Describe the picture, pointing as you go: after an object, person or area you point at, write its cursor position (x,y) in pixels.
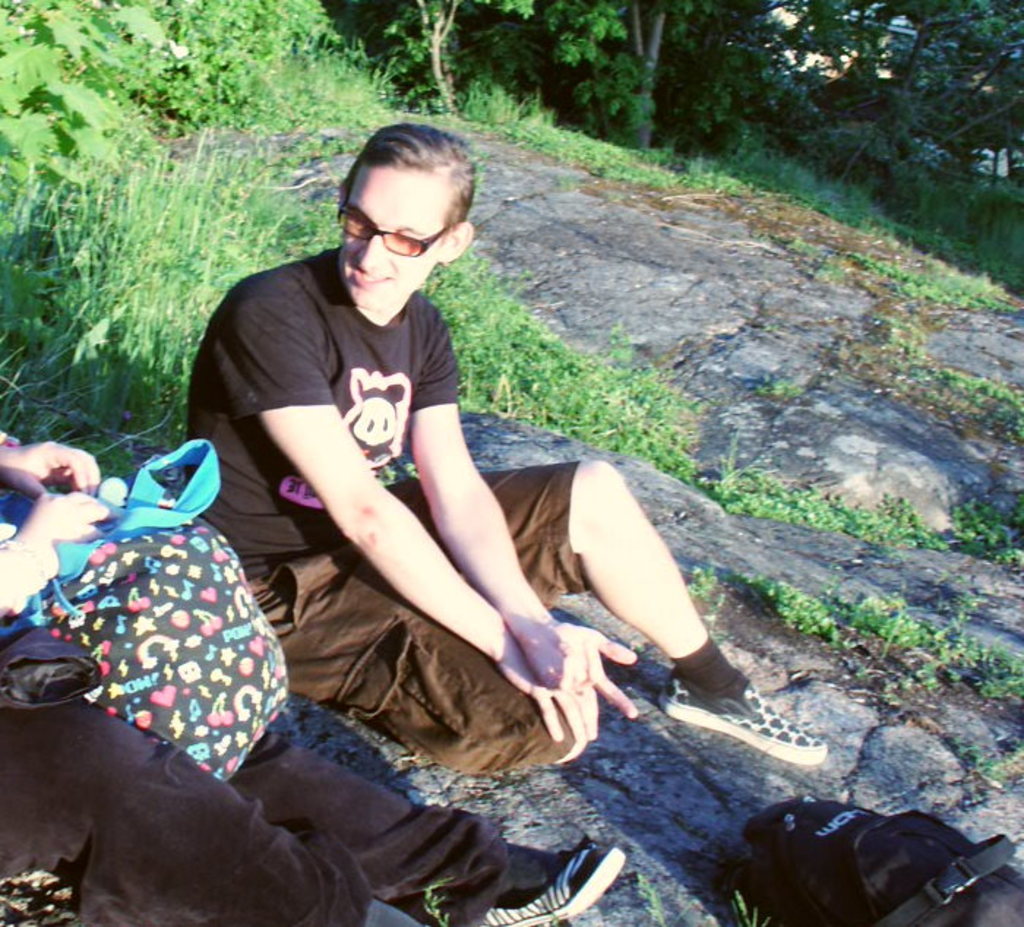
In this image I can see two persons (229,537) sitting. In front (323,592) the person (297,617) is wearing black and brown color dress (306,495) and I can also see two bags (274,653). Background (1002,53) I can see few plants (506,136) and trees (722,77) in green color.
